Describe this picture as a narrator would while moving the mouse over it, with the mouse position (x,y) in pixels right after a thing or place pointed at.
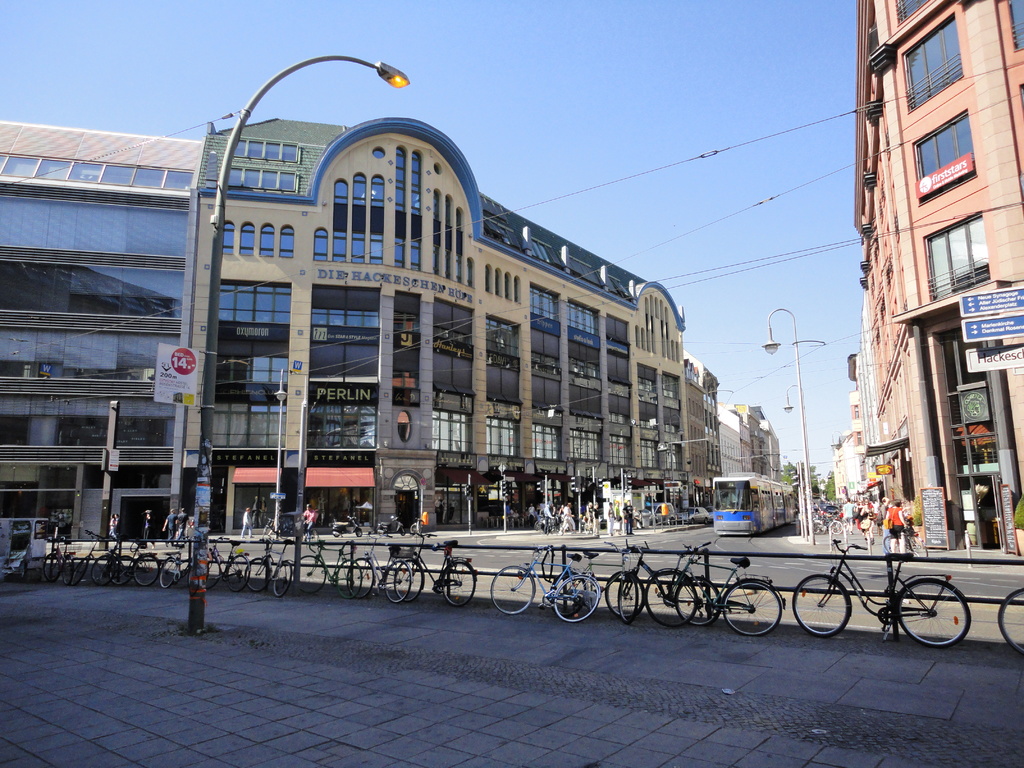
In this image I can see a pole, a board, number of bicycles (413,594), railing (509,568) and a light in the front (836,572). In the background (291,511) I can see number of buildings (487,505), number of poles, street lights (806,454), number of people (607,520), a road (670,544) and on it I can see a tram (737,495). I can also see number of wires (711,278) and the sky (693,100) in the background (713,132). On the right side of this image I can see few boards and on it I can see something is written.
